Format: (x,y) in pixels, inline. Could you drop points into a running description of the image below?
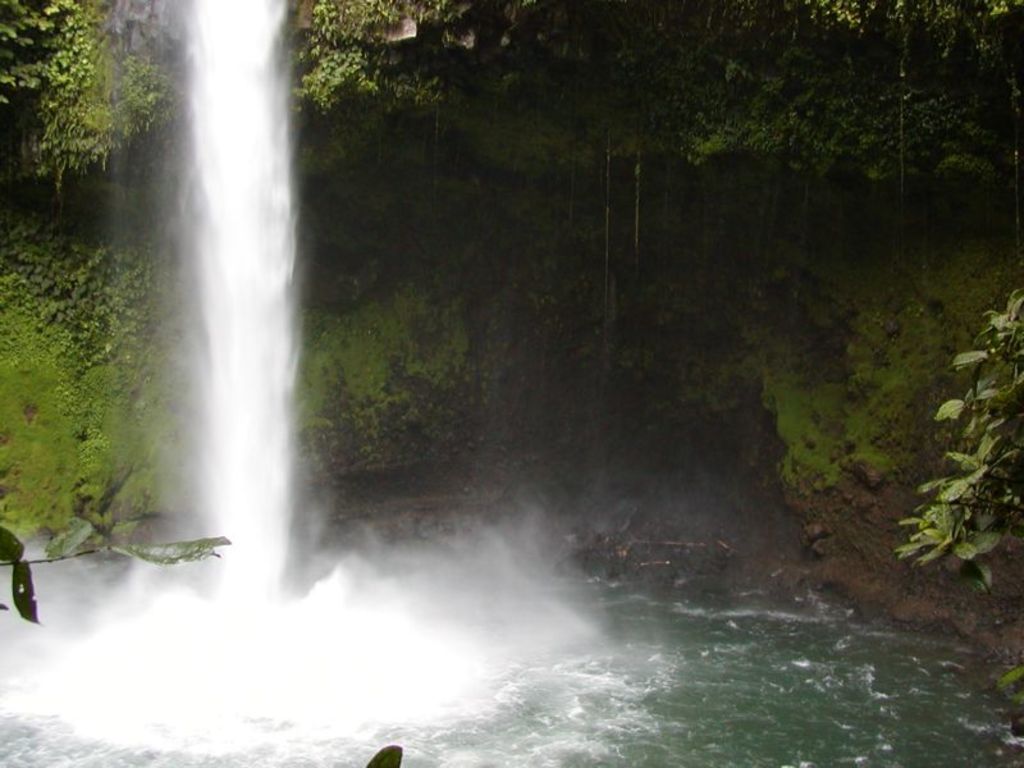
At the bottom of the image (407,587) there is water (321,734). In the middle of the image (352,428) there are some trees (58,48).
